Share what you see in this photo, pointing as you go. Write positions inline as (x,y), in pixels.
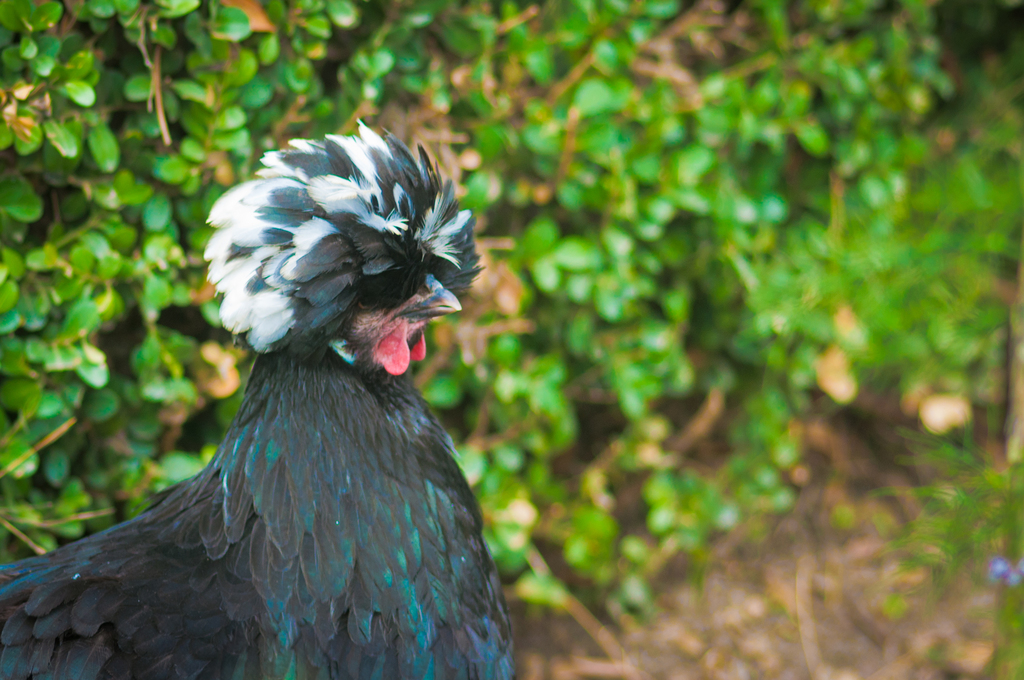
In this picture there is a hen (95,678) on the left side of the image (322,265) and there is greenery (581,183) in the background area of the image (597,309).
